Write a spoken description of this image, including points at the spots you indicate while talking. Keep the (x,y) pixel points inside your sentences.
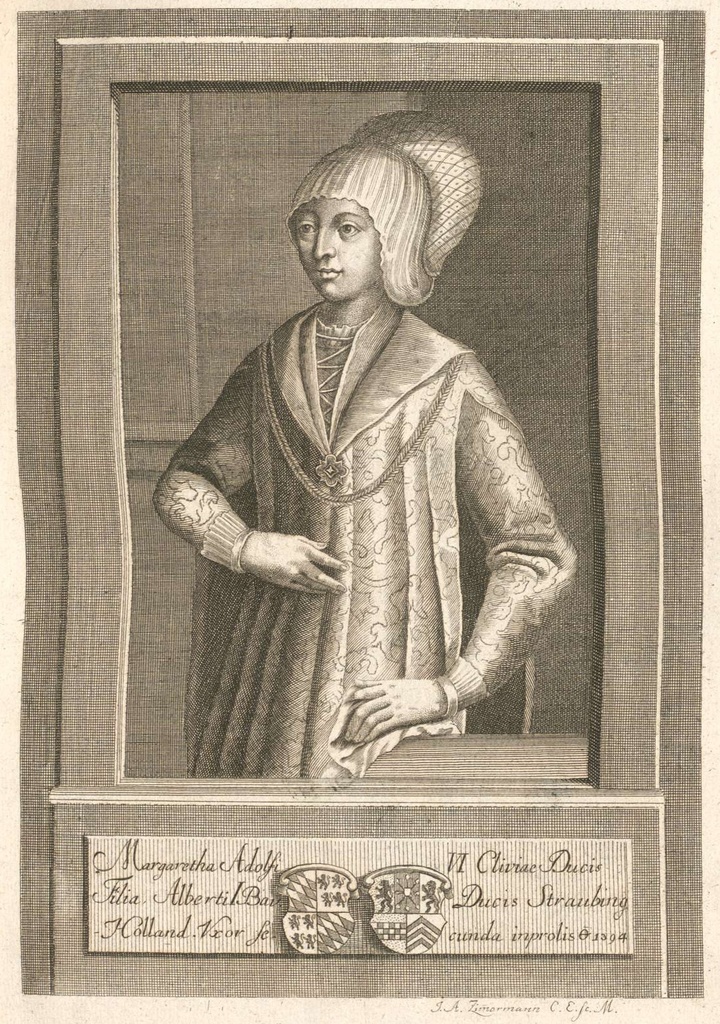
This image consists of a picture of a person (433,486). At the bottom (162,892) there is text (244,864).
